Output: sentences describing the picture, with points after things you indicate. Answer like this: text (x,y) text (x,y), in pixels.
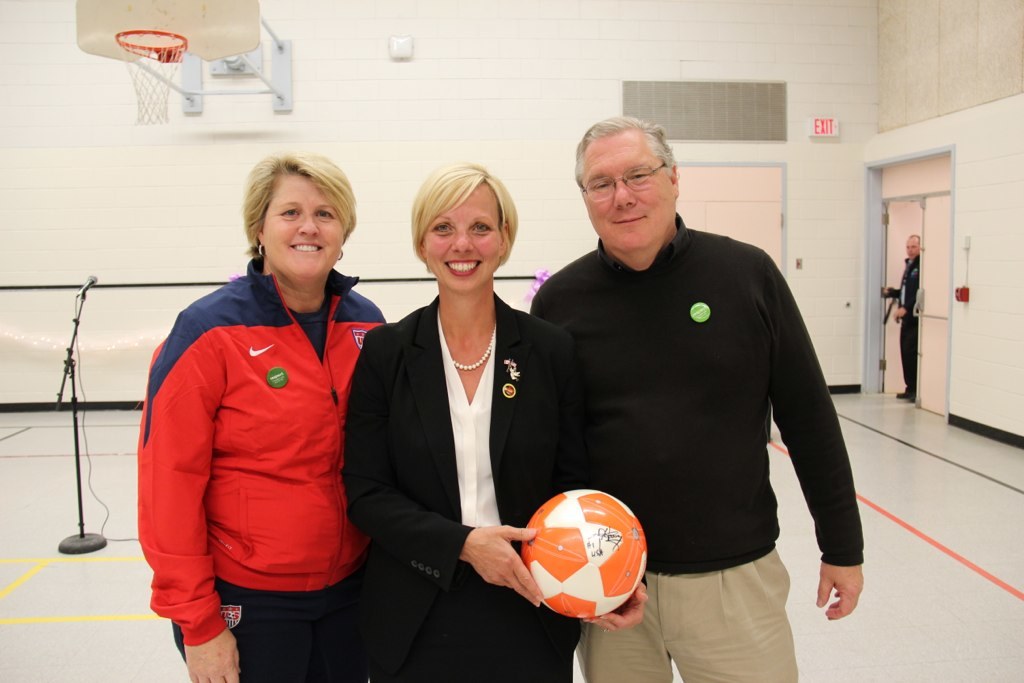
There are three members (527,350) standing in this picture. Two of them were women (404,430). One of them was man (634,211). The middle one (503,439) is holding a ball (560,540) in her hands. In the background (73,536) there is a mic (84,293) and a stand (80,522). We can observe a basketball net (149,88) and a wall (422,103) here.
